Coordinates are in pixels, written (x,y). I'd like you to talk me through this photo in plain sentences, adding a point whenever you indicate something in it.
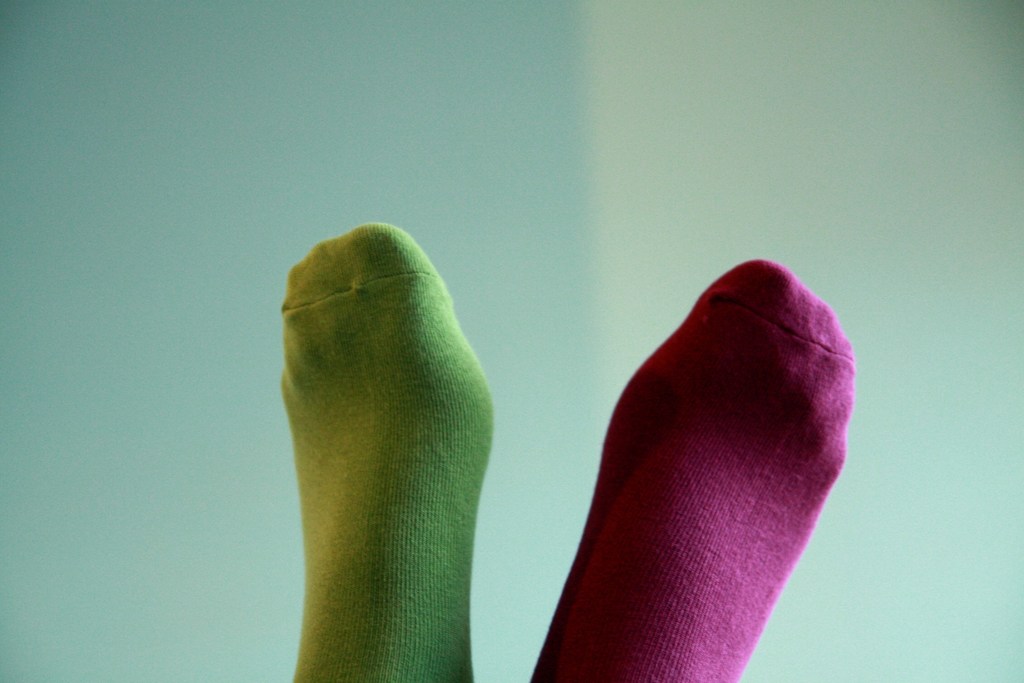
In this picture they look like human legs (669,430) with socks (399,468) in the middle (447,395). In the background (899,307) it may be the wall (254,416).
